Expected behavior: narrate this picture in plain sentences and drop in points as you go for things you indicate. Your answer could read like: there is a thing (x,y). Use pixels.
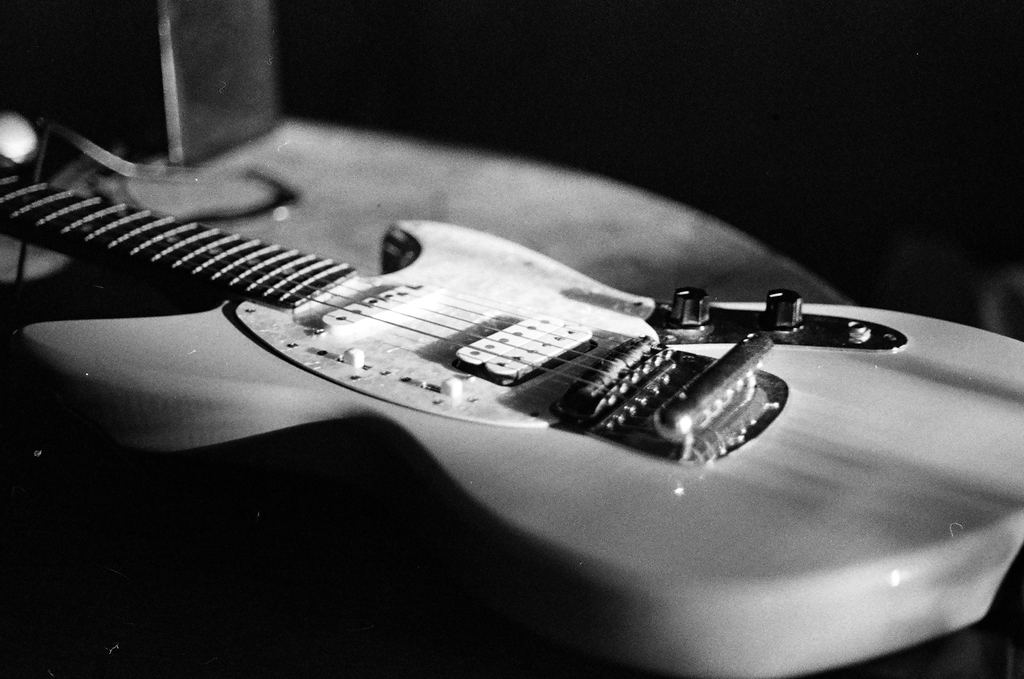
This is a black and white picture, in this image we can see a guitar (340,385) and the background (1011,96) is dark.
